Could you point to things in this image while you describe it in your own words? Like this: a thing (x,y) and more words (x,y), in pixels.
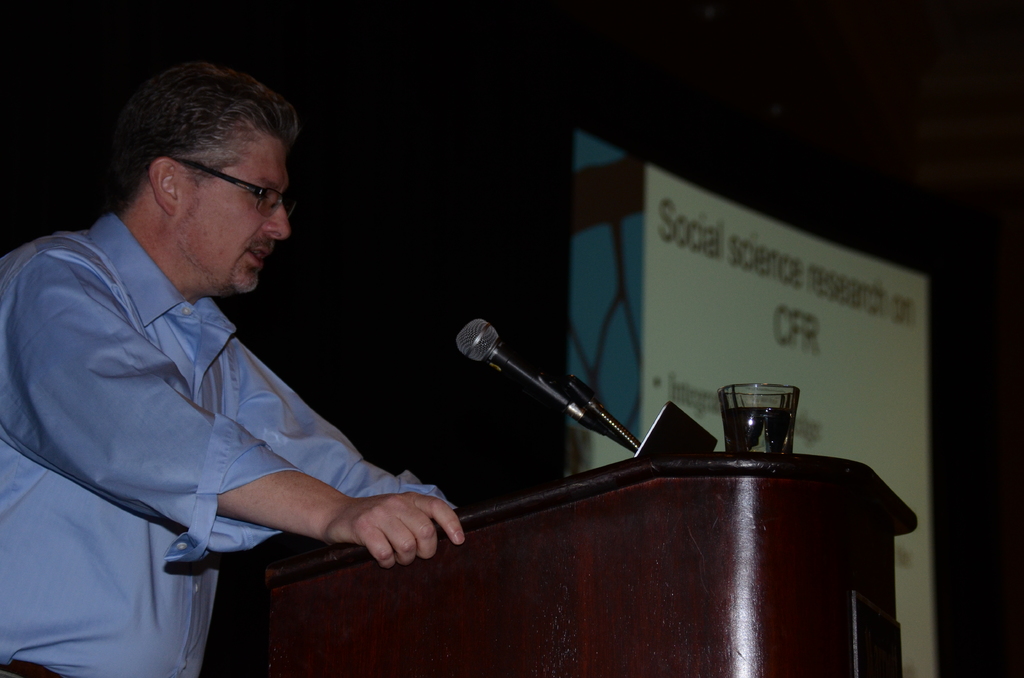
In this picture we can see man (131,392) wore spectacle (275,192) standing at podium (359,583) and talking on mic (494,339) we have glass (730,387) on podium (550,487) and beside to him we can see banner (607,294).
